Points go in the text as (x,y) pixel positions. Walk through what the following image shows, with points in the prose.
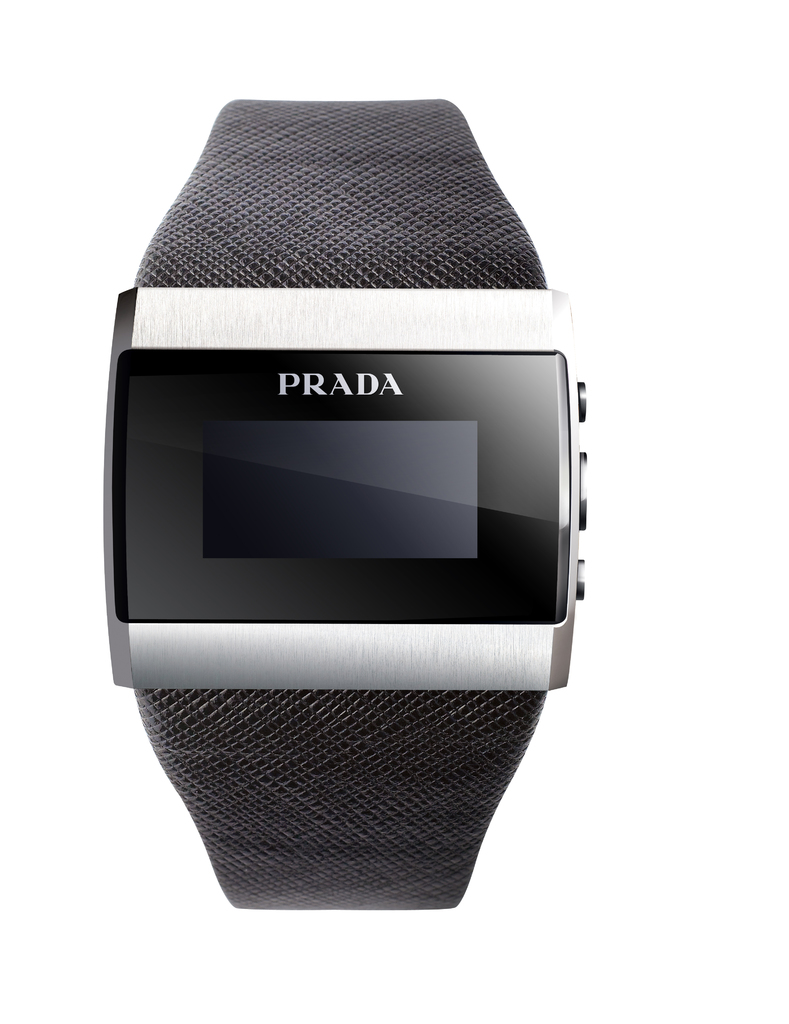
In this image in the center (402,428) there is one digital watch (327,386).
